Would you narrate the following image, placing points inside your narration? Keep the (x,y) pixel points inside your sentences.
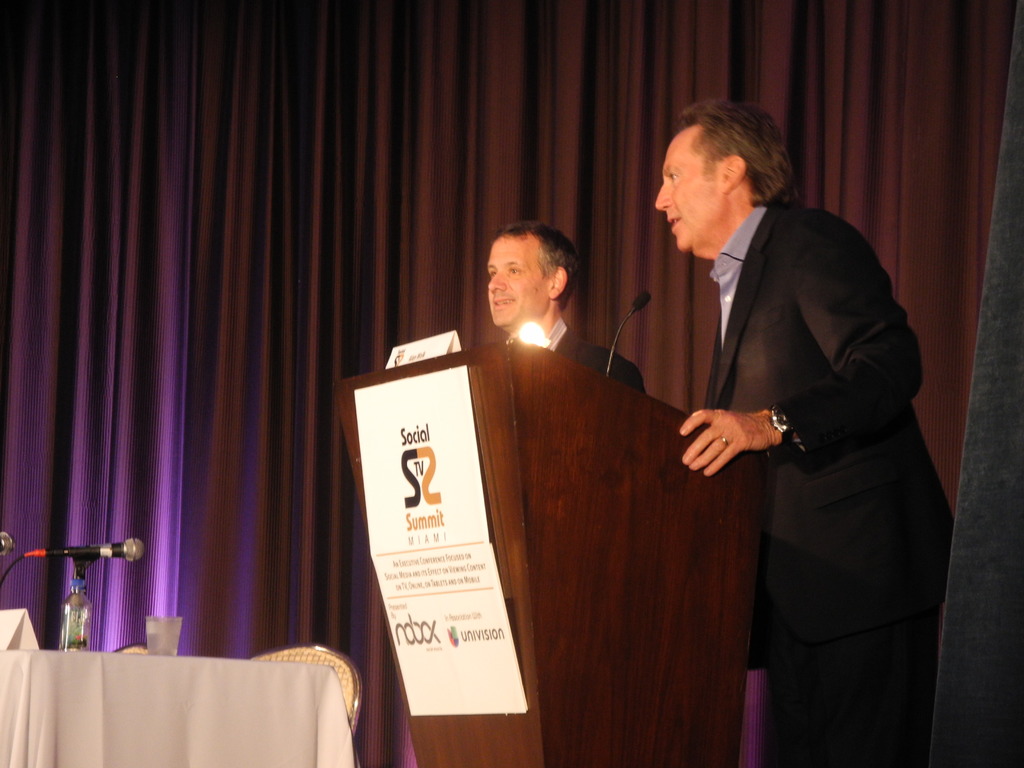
In this picture I can see there are two people (557,277) standing at the wooden table (563,533) and they are speaking in the microphone (640,304) and there is a table (166,692) on to left (75,640), it has microphones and water bottles (88,637) and glasses (169,652) and there is a curtain (295,147) in the backdrop (193,168).
